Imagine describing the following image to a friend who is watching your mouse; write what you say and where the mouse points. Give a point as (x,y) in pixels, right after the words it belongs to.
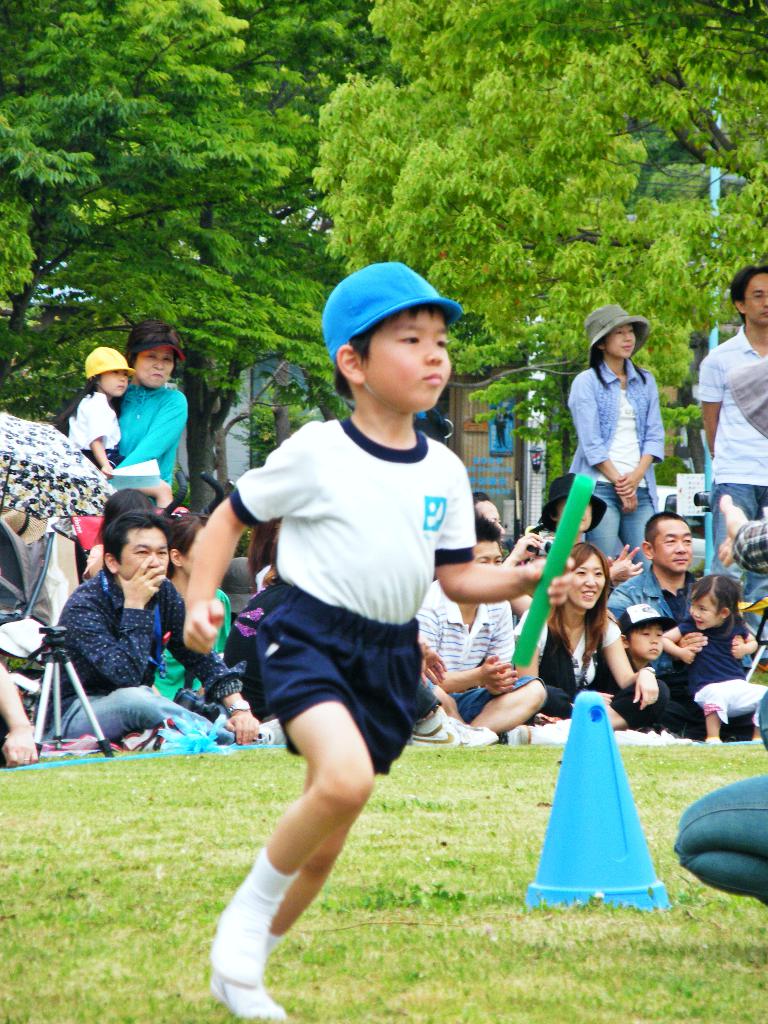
In this image we can see a boy (373,773) is running, he is wearing white color t-shirt (374,576) with blue shorts (335,650) and blue cap (374,304). He is holding green color thing (537,605) in his hand (526,569). The land (517,841) is full grassy. Background of the image people (603,549) are sitting and standing. Behind the trees (464,175) are present. Right side of the image (614,754) one triangular shape object (604,838) is there.
